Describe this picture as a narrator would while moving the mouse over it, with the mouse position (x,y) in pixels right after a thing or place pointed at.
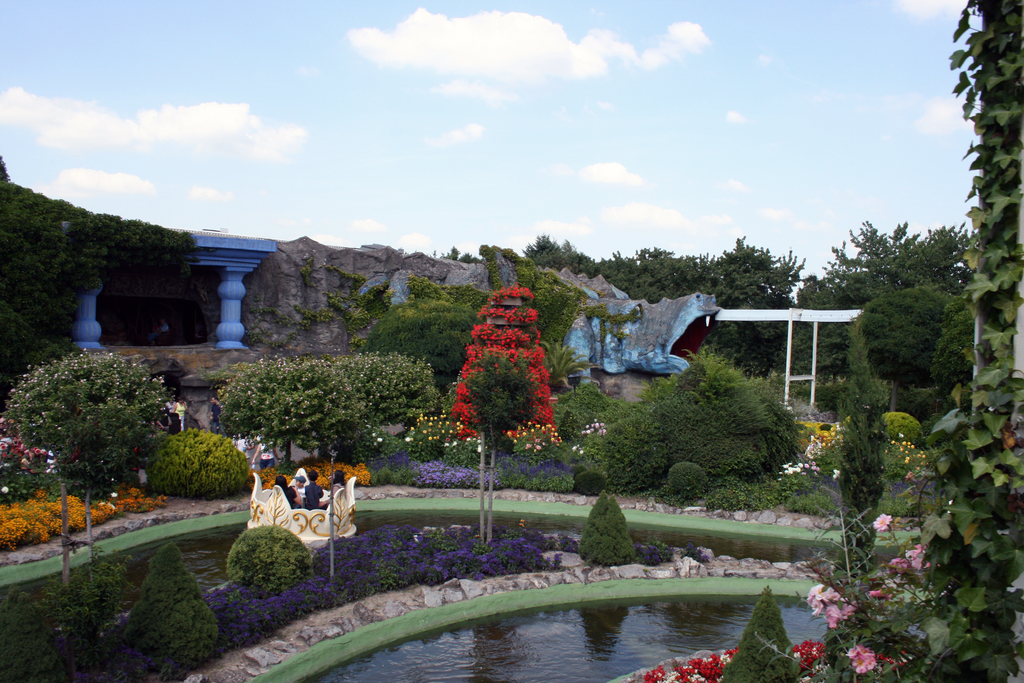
In this image I can see water (634,646), number of plants (765,648), number of trees (541,248), flowers (708,673) and in the centre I can see few people (306,477). I can also see clouds (389,41) and the sky (358,109) in the background (578,98).
